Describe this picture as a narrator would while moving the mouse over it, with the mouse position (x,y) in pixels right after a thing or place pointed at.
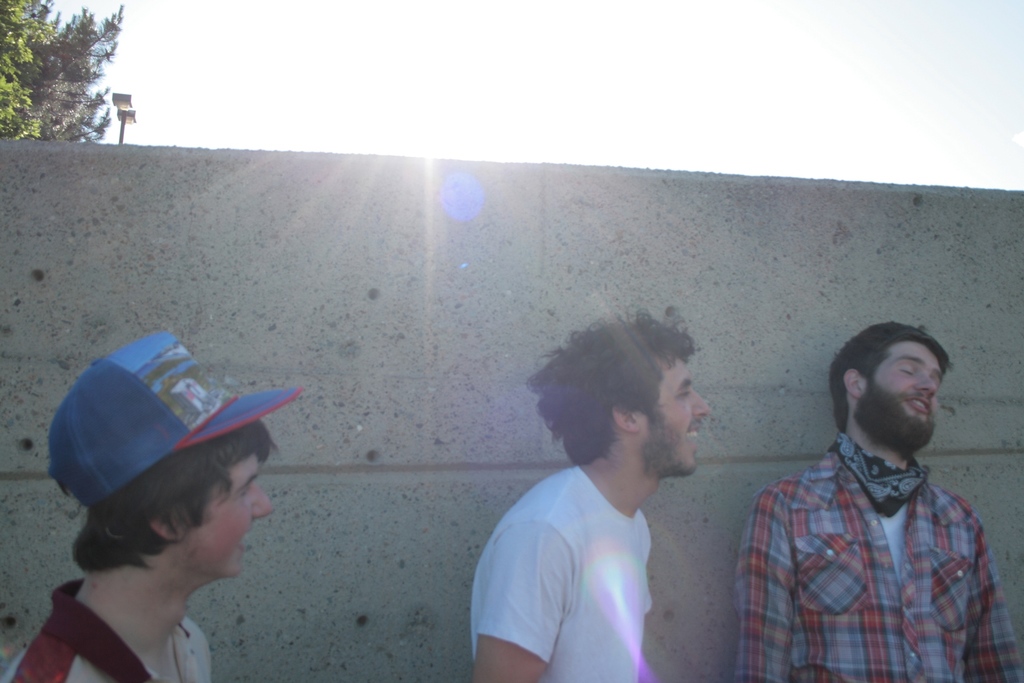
In the middle (681,452) a man (670,349) is there, he wore white color t-shirt (578,591), on the right side (861,419) there is another man (941,489), he wore a checkered shirt (860,566). Behind them it is a wall (427,313) and on the left side (76,94) there are trees (61,100).
